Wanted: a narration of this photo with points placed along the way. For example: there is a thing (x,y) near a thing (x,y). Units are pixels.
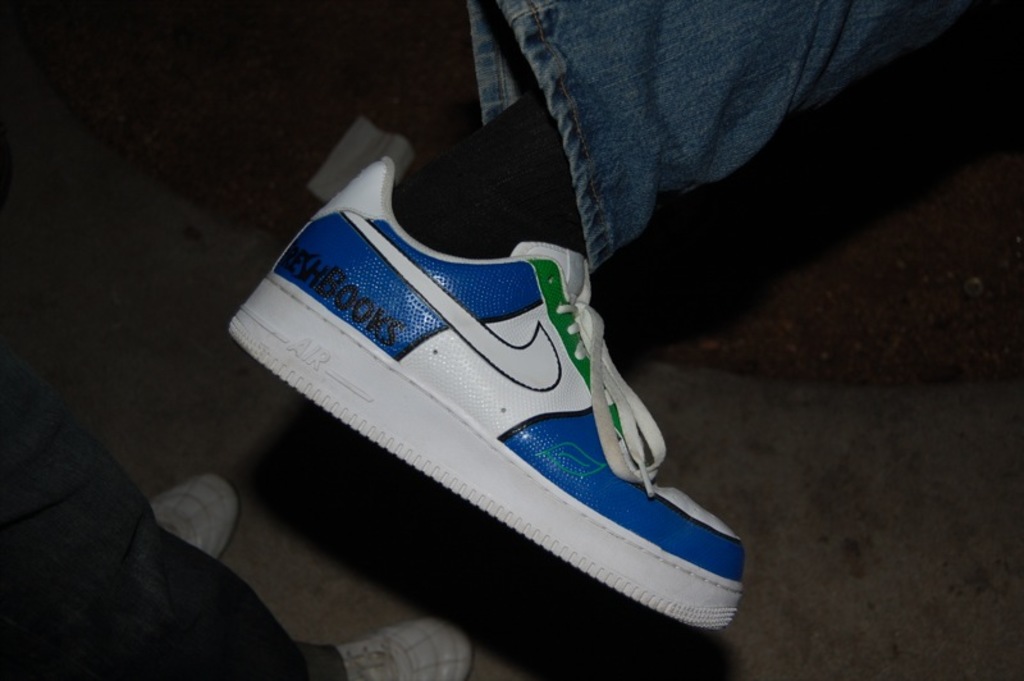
In this picture we can see legs (186,621) of two persons (595,157), we can see jeans (570,73) and shoes (412,397) in the front (407,455), there is a dark background (92,269).
